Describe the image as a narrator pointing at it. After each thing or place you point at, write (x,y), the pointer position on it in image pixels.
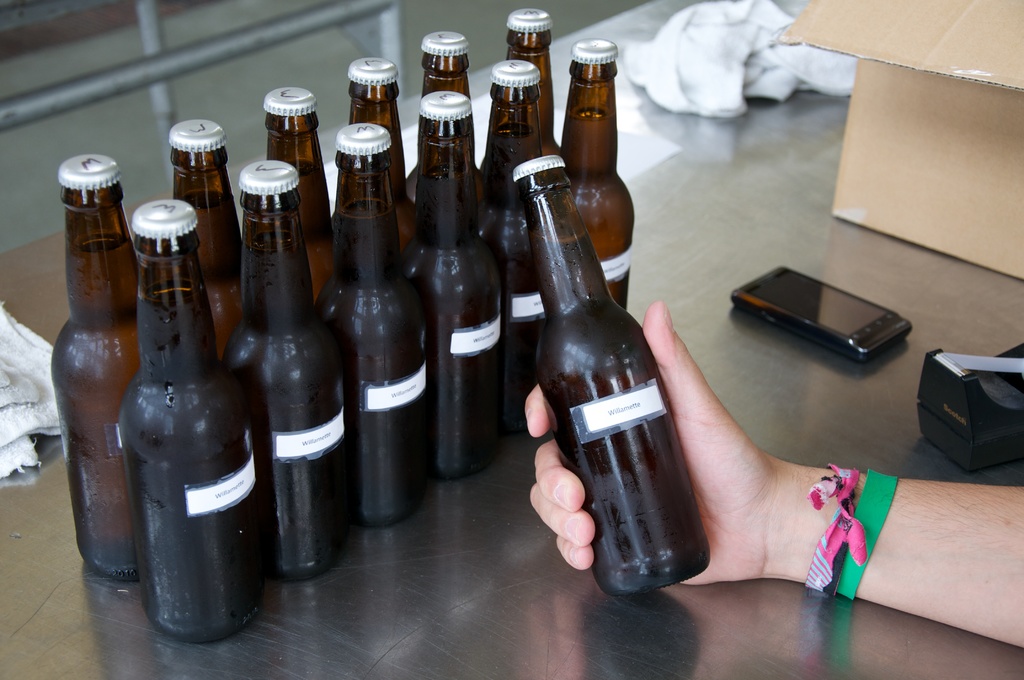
On this table (473,510) there are bottles (533,380), box (953,138), mobile (808,298) and cloth (749,51). A person (721,527) is holding a bottle (644,448).
